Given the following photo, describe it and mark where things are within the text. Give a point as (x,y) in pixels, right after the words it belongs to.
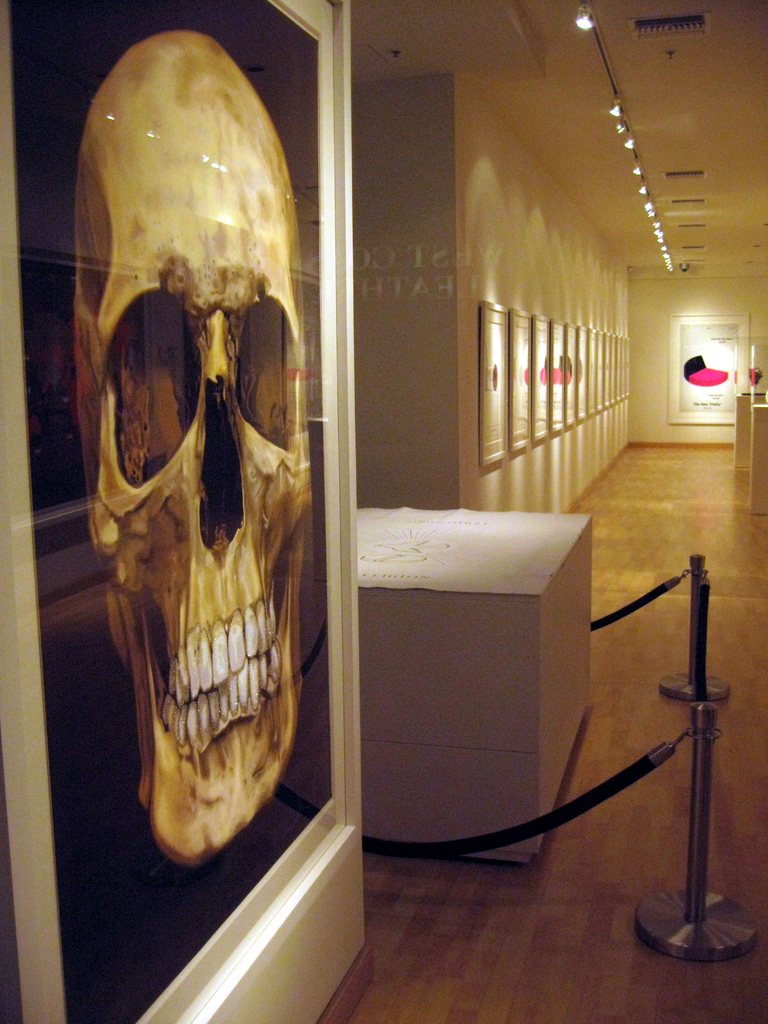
On the left (145,230) there is a poster (36,314). In the middle (468,562) there is a board (520,654) and railing (696,765). In the background (597,389) there are frames (569,366) attached to the wall (564,238). At top (595,150) we can see light (663,249) and ceiling (610,176).
